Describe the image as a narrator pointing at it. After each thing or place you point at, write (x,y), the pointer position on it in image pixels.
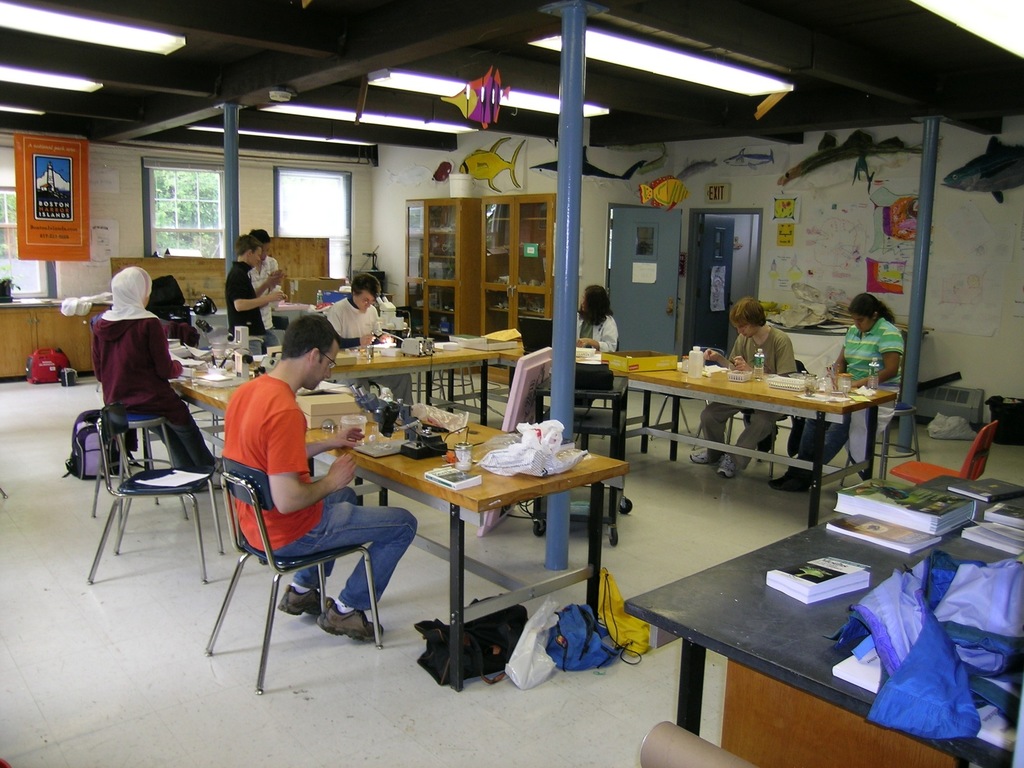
It is a room (573,530) inside a college (352,693) there are total four tables (534,484) there are some papers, books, bottles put on the table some people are sitting beside the table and doing their work, beside the table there is also another grey color table (749,600) on which some books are there in the background (791,206) there is a wall (787,249) and a books cupboard (523,270) to the left side (223,217) there are also windows (157,215).
